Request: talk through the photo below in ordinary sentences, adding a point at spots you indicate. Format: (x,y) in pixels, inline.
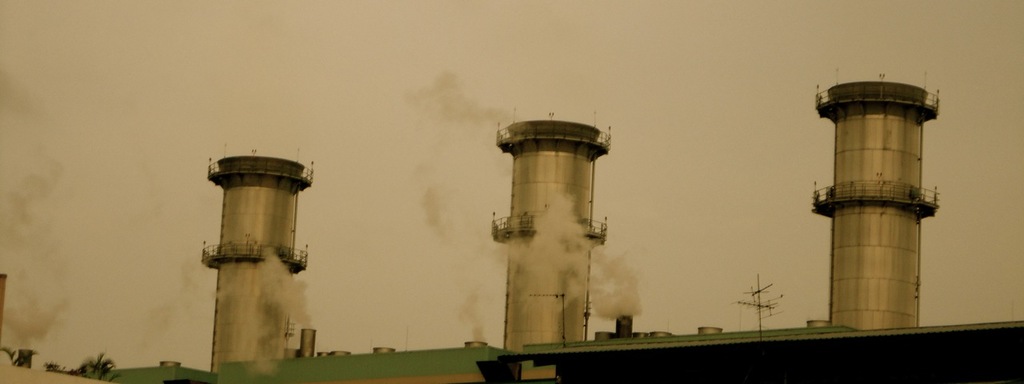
In this image, we can see chimneys (568,311) and a smoke (302,277) coming out from it.
